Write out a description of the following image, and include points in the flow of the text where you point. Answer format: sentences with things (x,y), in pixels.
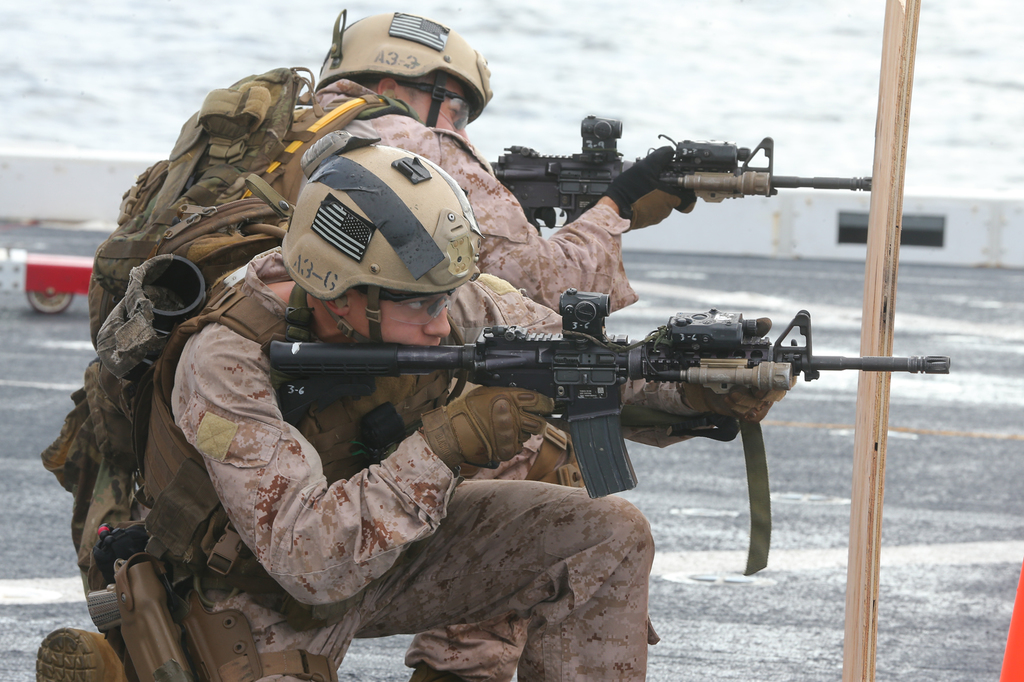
In this image we can see soldiers (545,418), guns (555,397) and other objects (898,208). In the background of the image (725,246) there is a wall (763,226), road (787,260) and other objects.
